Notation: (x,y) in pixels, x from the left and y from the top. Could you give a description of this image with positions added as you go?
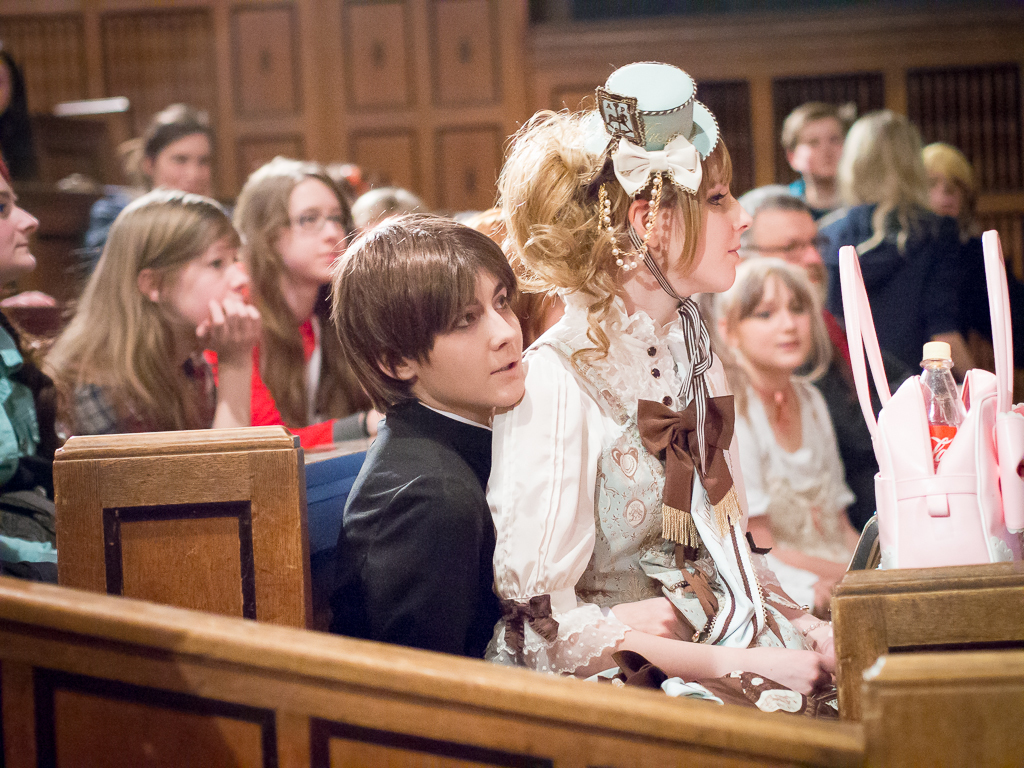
in this image we can see there are some boys (835,126) and girls (284,406) sitting on the bench (99,589) and on the right side (987,264) there is a bag (1005,469) and inside the bag (859,337) there is a bottle (933,454).
